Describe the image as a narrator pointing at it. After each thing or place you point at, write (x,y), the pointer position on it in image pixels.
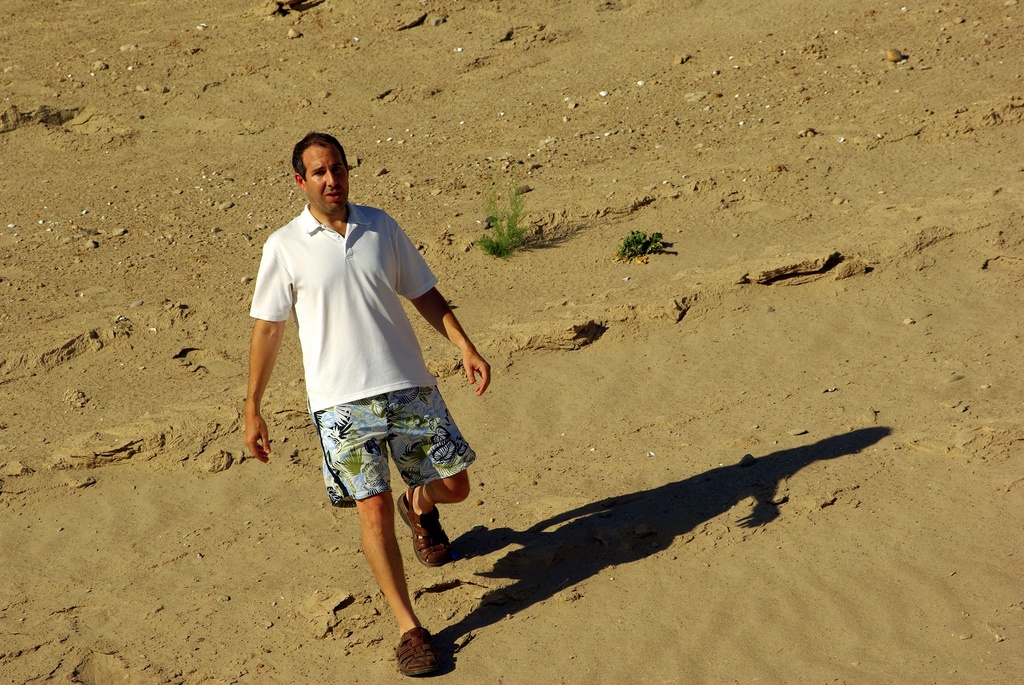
There is a man (359,250) in the foreground area of the image (389,258).
